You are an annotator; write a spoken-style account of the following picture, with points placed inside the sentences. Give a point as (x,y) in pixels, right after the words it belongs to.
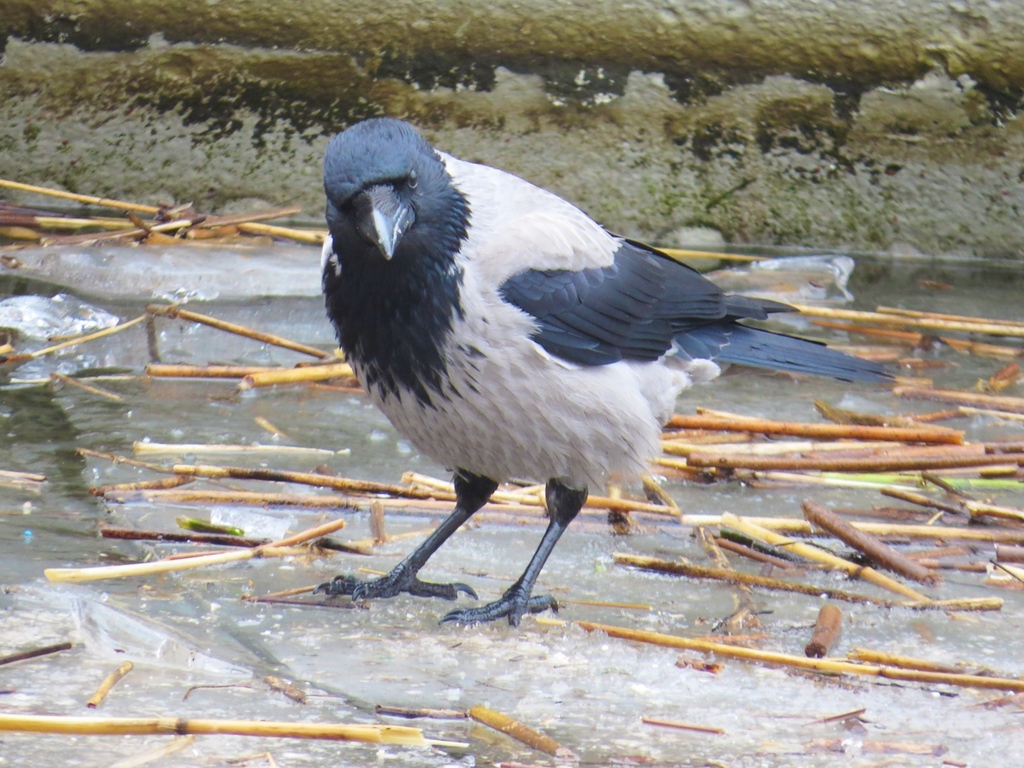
In the image we can see there is a bird (495,419) standing on the water (483,572) and there are wooden sticks (623,514) on the water (207,411).
